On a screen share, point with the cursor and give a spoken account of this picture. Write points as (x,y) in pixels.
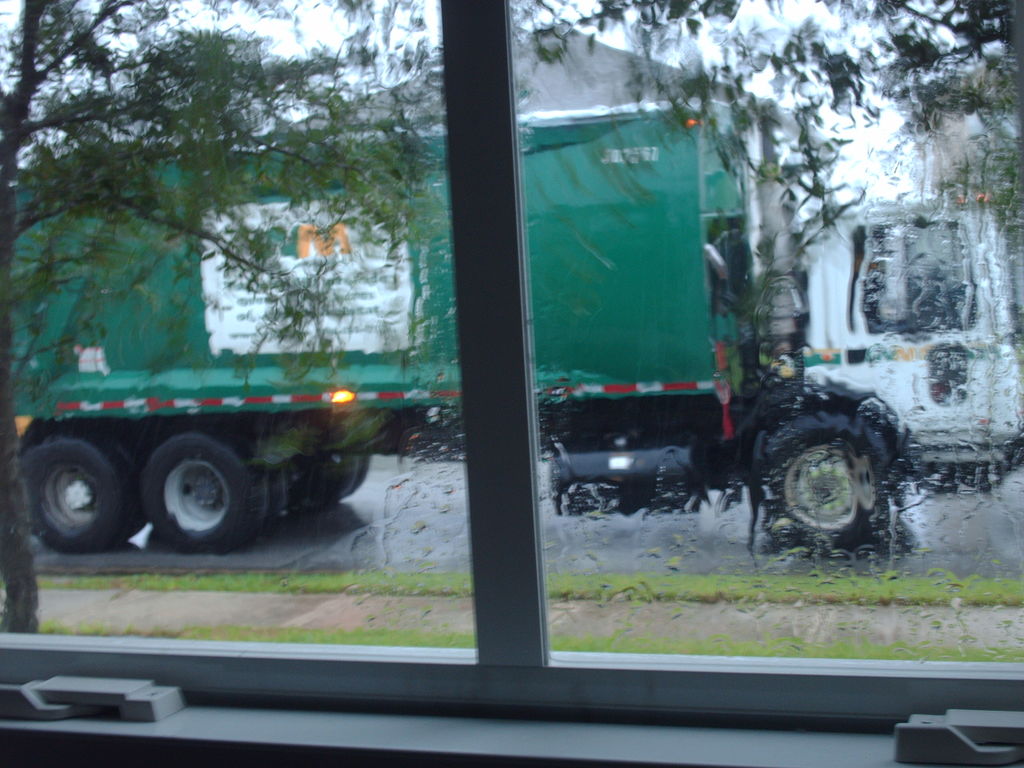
This is an inside view. Here I can see a glass (923,290) through which we can see the outside view. In outside there are some trees (317,153), a building (634,103) and a vehicle (562,331) on the road (623,528).
